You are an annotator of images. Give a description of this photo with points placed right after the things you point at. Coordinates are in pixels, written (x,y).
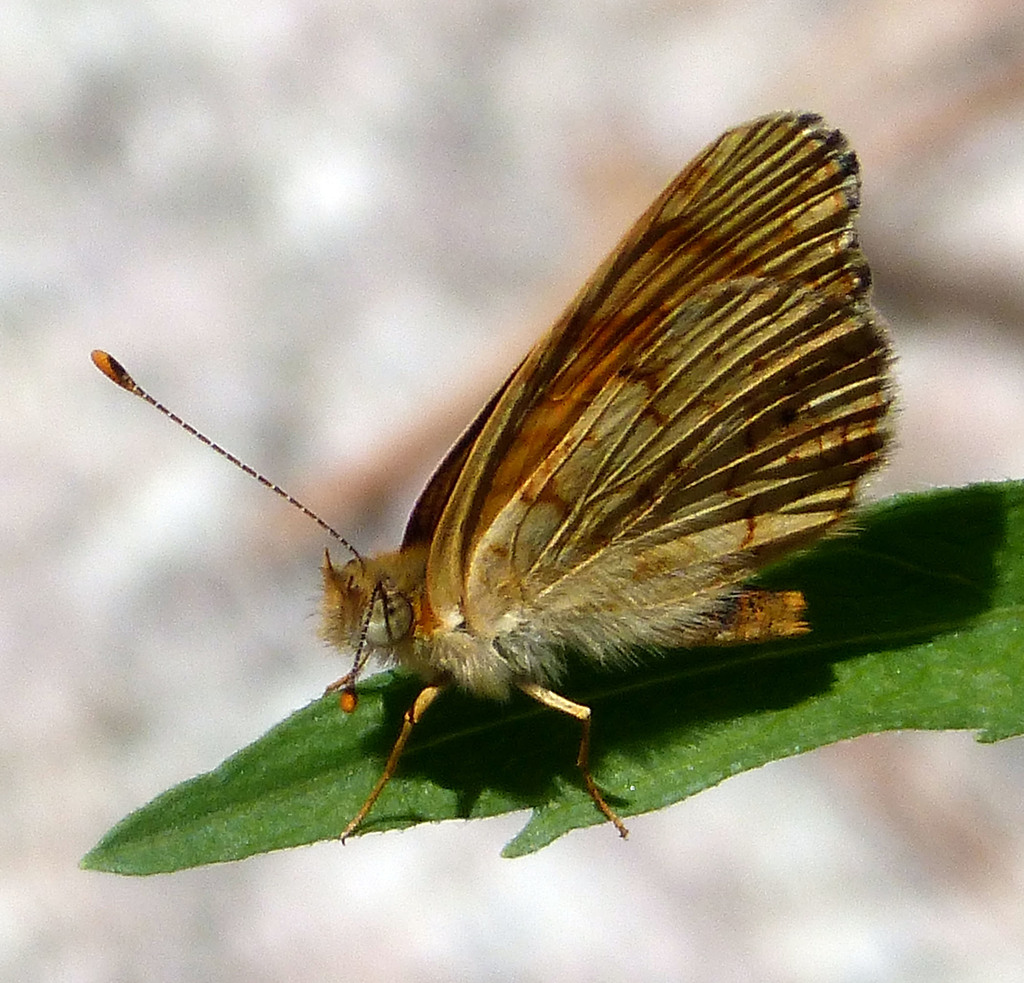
In this image, I can see a butterfly (640,566) on the leaf (965,615), which is green in color. These are the wings (721,429) of the butterfly (623,326). The background (353,180) looks blurry.
